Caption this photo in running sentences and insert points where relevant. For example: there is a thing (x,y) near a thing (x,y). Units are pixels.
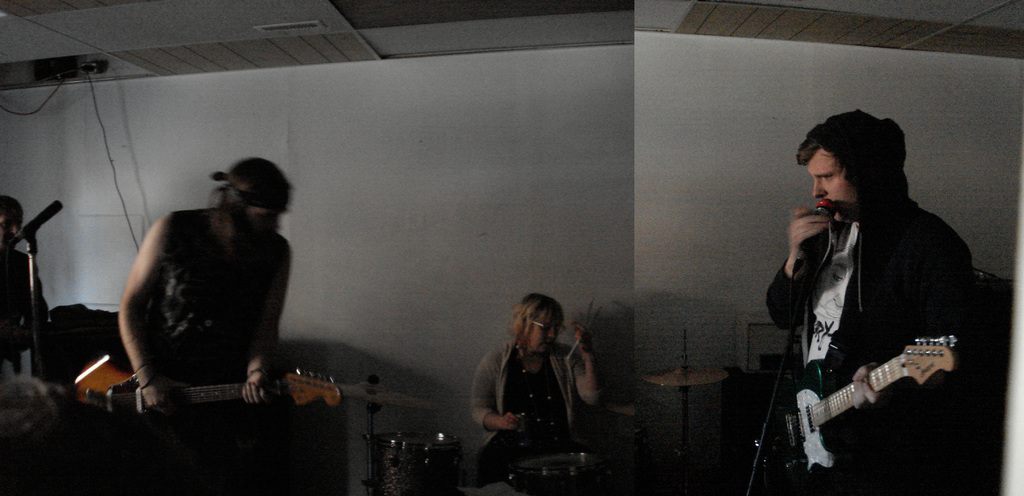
There are four members (544,361) in this picture. Two of them were men (196,367) who were playing guitars (304,393) in their hands (858,371). One of them was a woman (525,429) in the middle (555,330) sitting and playing drums (558,454). In the background (506,173) there is a wall (472,182).
